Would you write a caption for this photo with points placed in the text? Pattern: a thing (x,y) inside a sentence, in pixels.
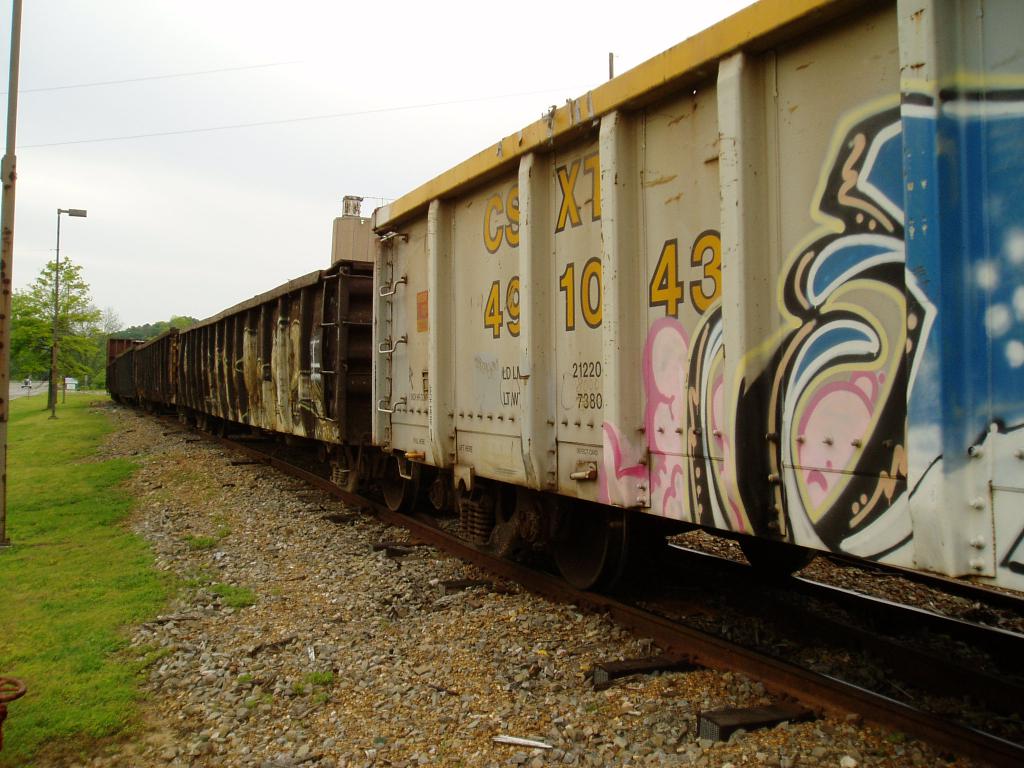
In this image there is a goods locomotive train (334,380) on the tracks (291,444), beside the train (147,377) there is grass (52,480) on the surface (48,471) and there are trees (46,354) and lamp posts (57,312).
